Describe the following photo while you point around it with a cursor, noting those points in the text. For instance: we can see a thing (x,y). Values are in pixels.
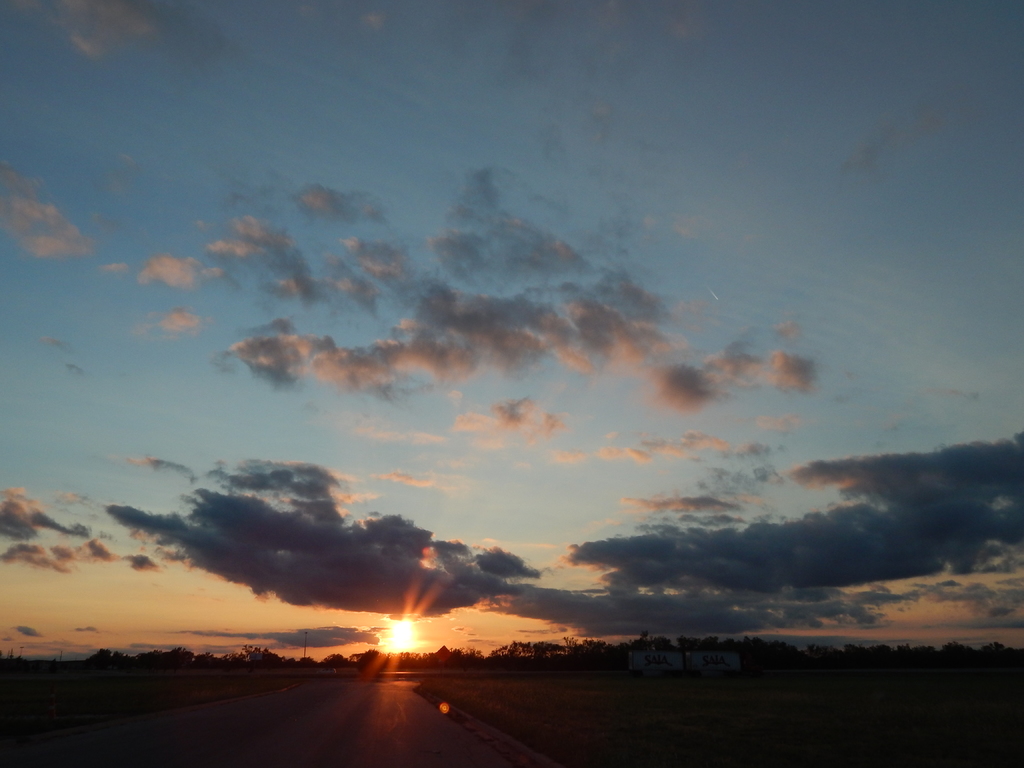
This is an outside view. At the bottom of the image (307,730) there is a road (347,736). On both sides of the road (412,693) I can see the trees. In the background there is a building (678,663). On the top of the image (429,180) I can see the sky (483,182) along with the clouds (316,510) and the sun (407,632).
